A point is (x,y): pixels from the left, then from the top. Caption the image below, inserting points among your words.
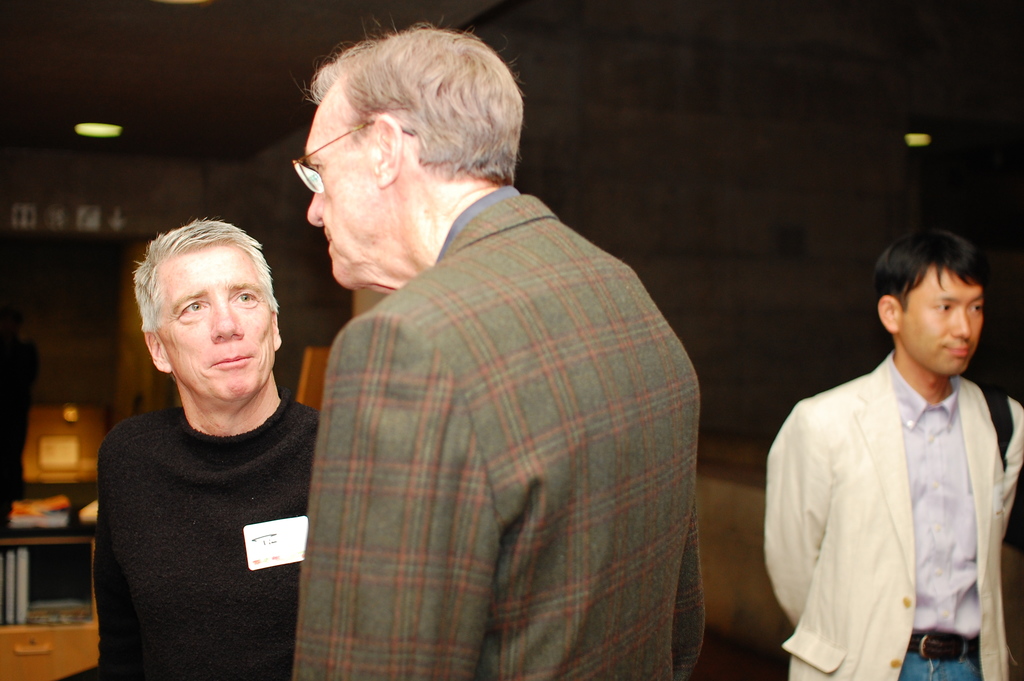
In front of the picture, the man (429,350) in the green blazer (493,416) who is wearing the spectacles (319,181) is standing. Beside him, we see a man (185,523) in black T-shirt (203,550) is standing and he is trying to talk something. The man (940,595) on the right side (874,625) wearing a white blazer (848,470) is standing. On the left side (10,540), we see a table (59,543) on which some objects (57,502) are placed. In the background (76,308), we see a wall (91,353). In the background (85,359), it is black a color. This picture might be clicked in the dark.
